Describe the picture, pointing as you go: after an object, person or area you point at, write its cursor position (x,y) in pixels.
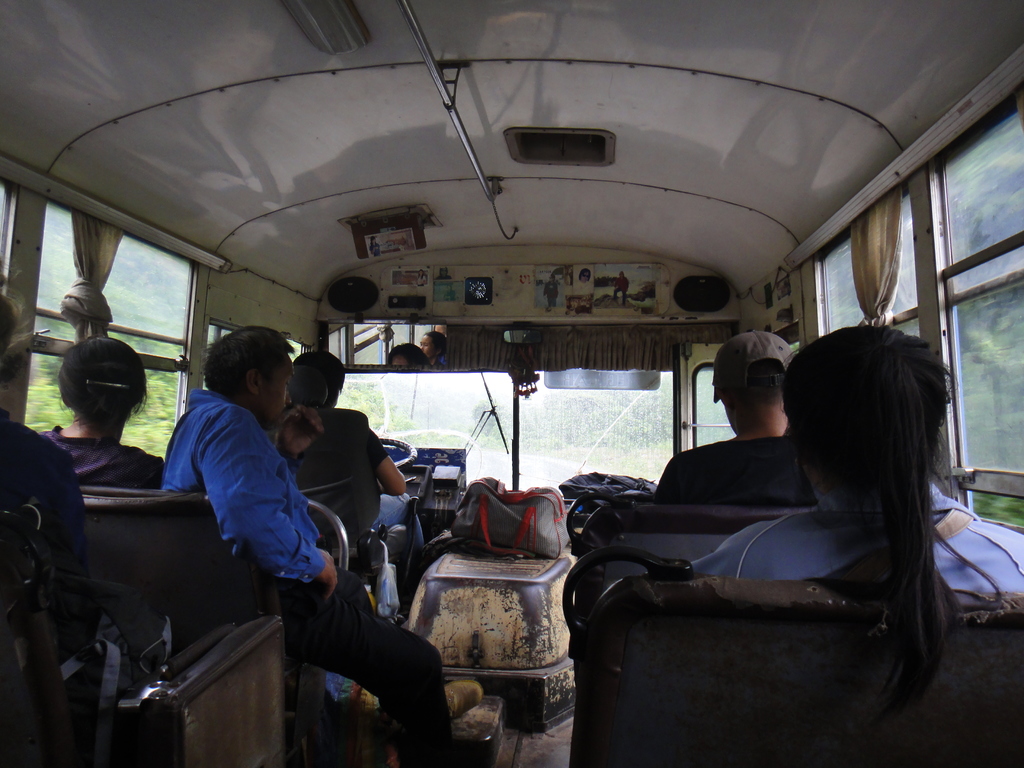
In this picture we can see few people (295,449) and bags (509,520), they are sitting in the vehicle (661,516), in the background (522,417) we can see few trees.
